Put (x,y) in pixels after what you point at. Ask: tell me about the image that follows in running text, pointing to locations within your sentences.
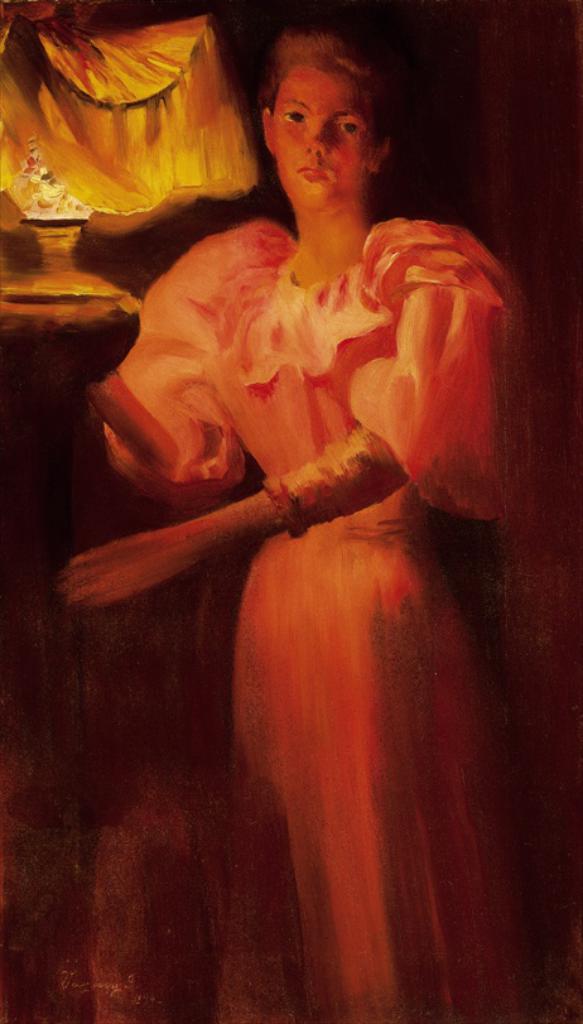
In this image, we can see that this is a painting (142,342) of a girl (120,366).
